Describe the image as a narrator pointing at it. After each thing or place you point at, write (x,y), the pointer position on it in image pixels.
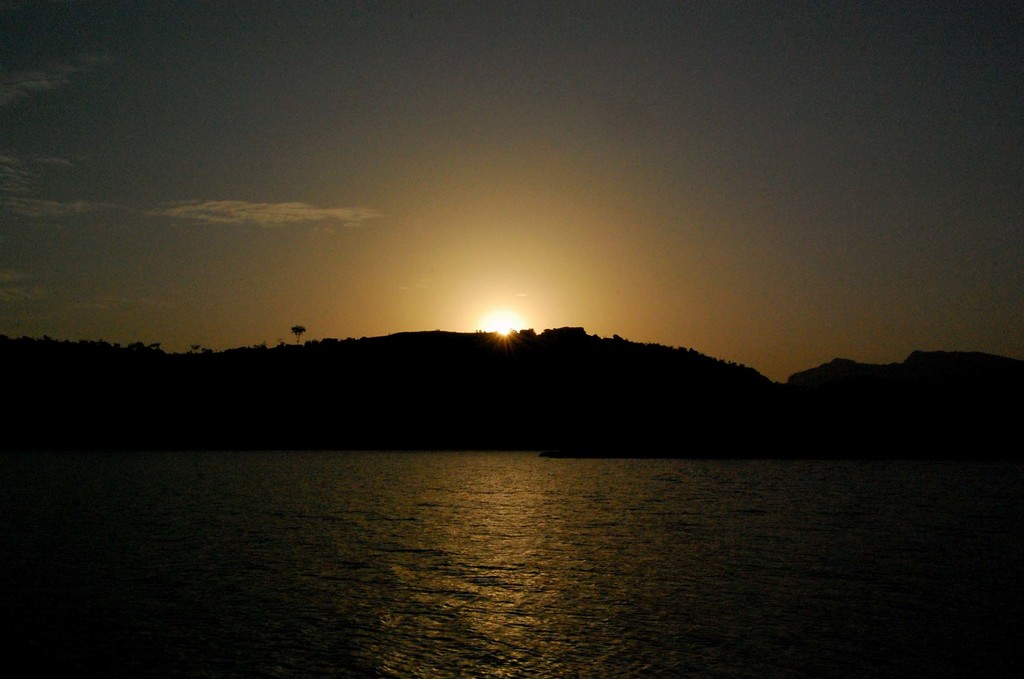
There is water (472,468). In the back (462,424) there are hills (648,407), sky (476,219) and sun (494,322).
